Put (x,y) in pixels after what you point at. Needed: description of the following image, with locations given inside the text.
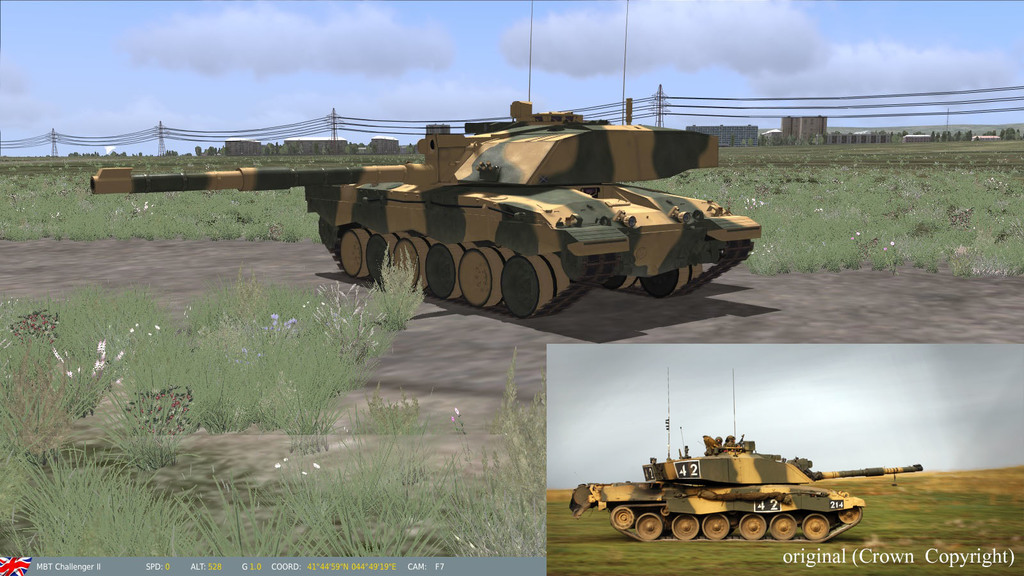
In the image we can see there is a collage of pictures in which there is a war tank (666,491) and there are plants (955,546) on the ground (553,533). Behind there are buildings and there is a electrical light poles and wires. There is a cloudy sky (470,93).
